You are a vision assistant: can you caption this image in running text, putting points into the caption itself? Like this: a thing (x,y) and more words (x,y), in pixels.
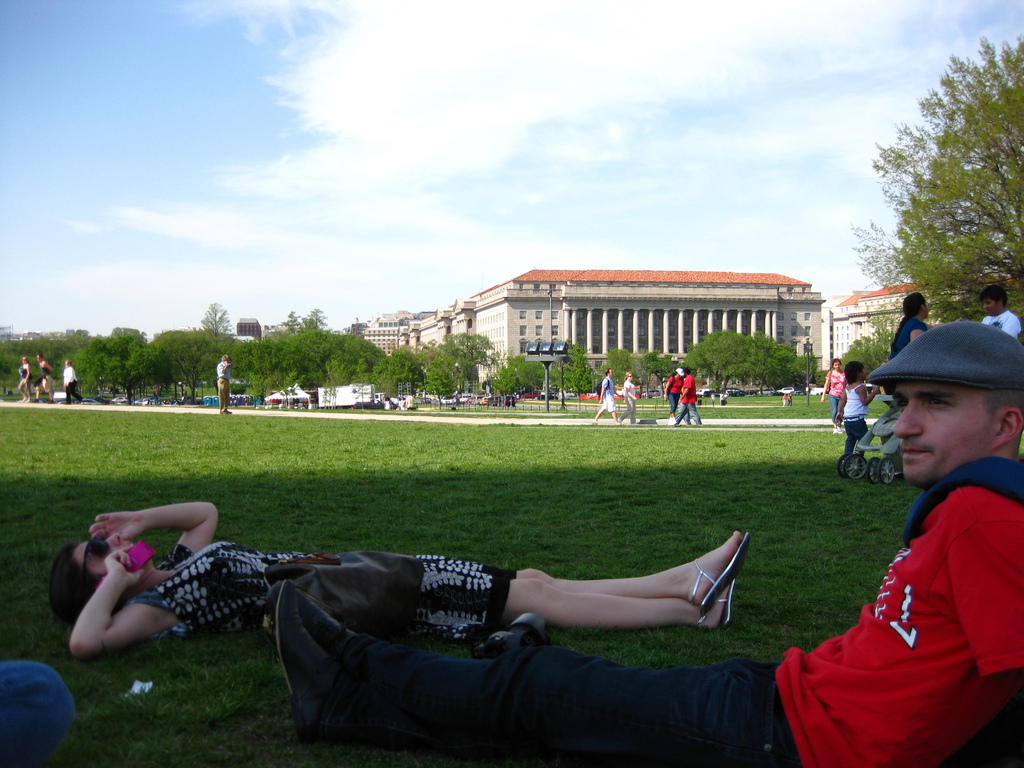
In this image in the foreground (549,647) there are two persons (901,636) one person (911,636) is sitting and one person (179,596) is laying and she is holding a mobile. At the bottom (780,578) there is grass (780,600) and in the background (847,417) there are a group of people (77,395) who are walking, and also we could see some trees (665,358), buildings (602,351) and some poles (549,366). At the top of the image (554,170) there is sky (513,184).
